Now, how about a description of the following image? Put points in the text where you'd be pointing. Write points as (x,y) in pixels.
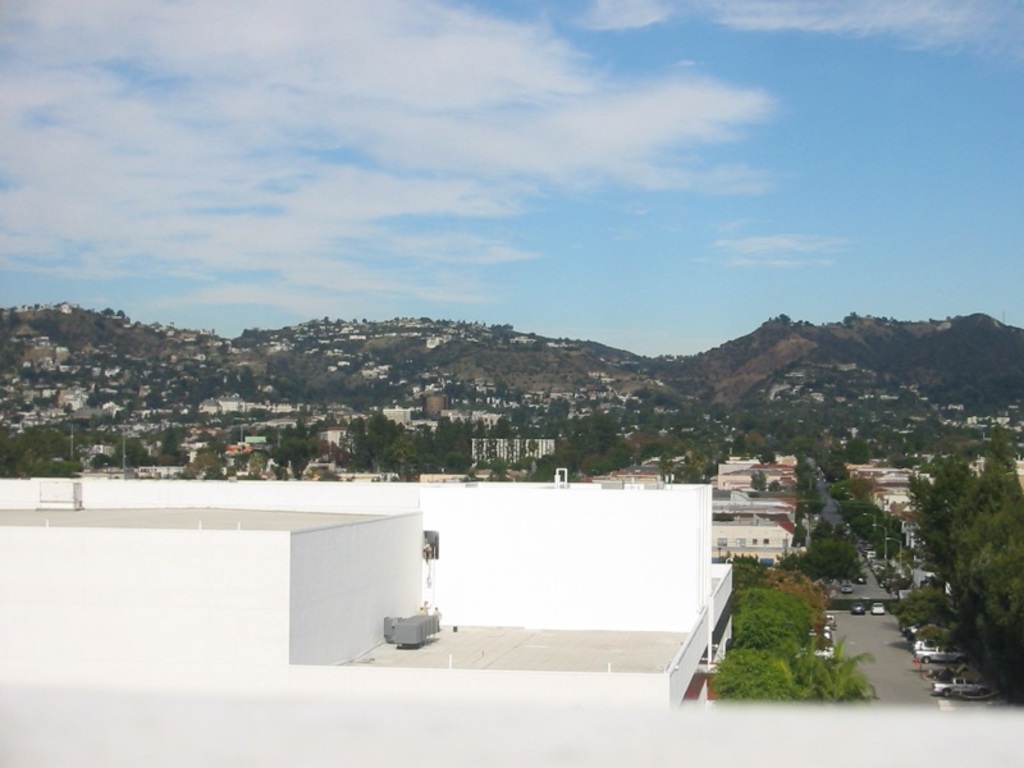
In the foreground of the picture (557,542) there are buildings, trees (1018,602), cars (857,606), road (878,667) and other objects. In the center of the picture (466,347) there are hills (544,342), on the hills (399,341) there are trees (498,341) and buildings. At the top (639,127) it is sky (689,101), sky (689,101) is partially cloudy.
